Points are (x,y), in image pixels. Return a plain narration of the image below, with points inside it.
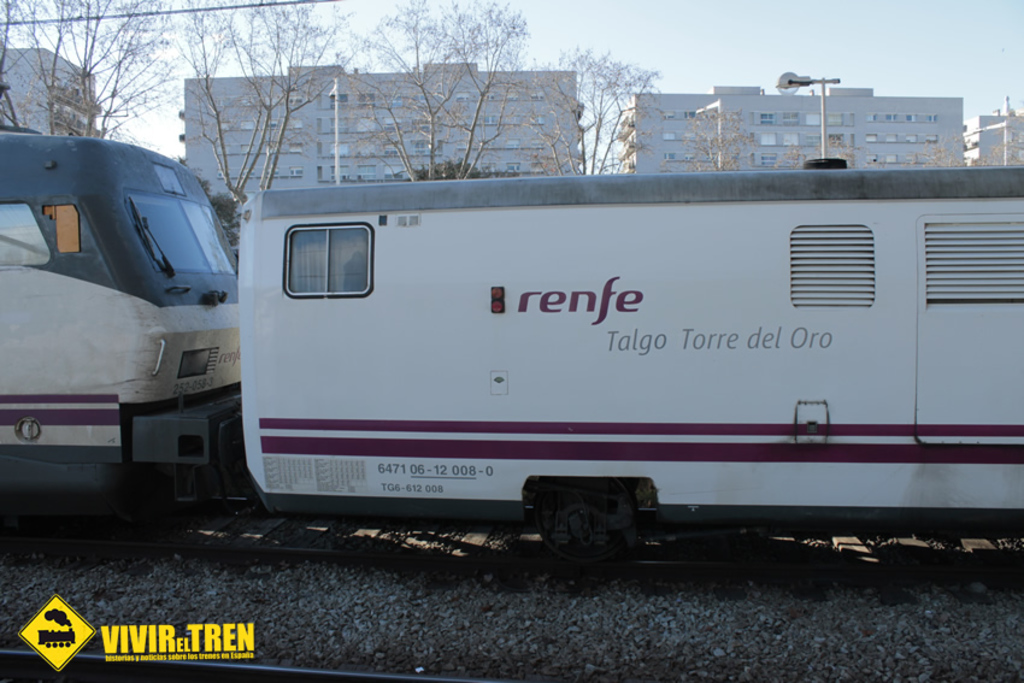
In this image we can see train (519,360) on a railway track (424,560). In the background (838,117) there are trees (584,132), building (673,129), pole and sky (724,50).
